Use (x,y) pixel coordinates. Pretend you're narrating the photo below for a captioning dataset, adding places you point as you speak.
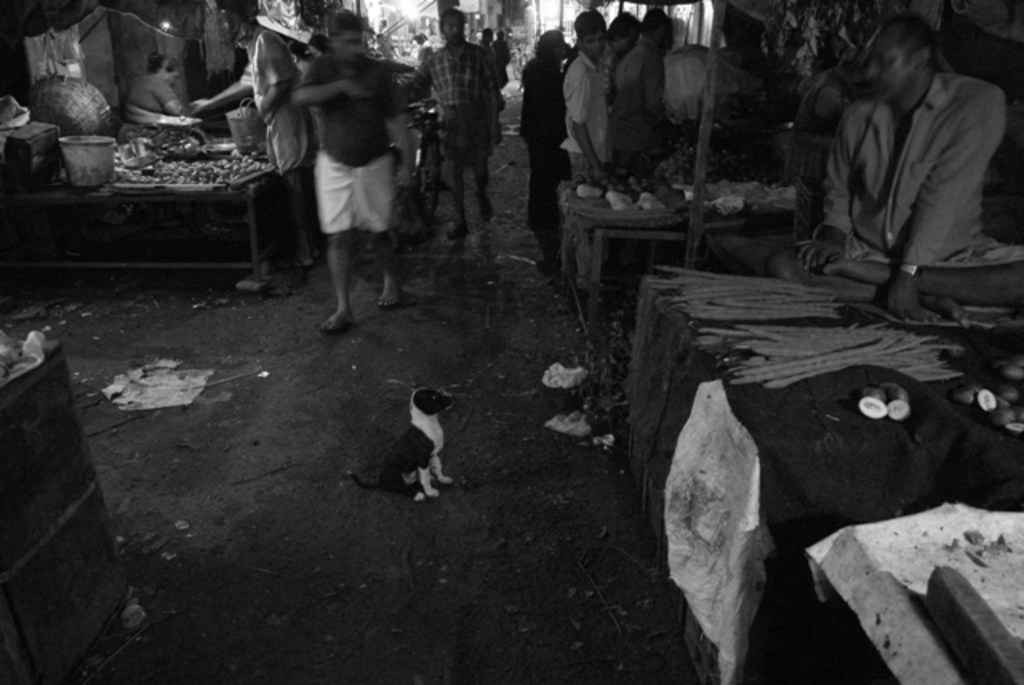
In the middle of the image (416,389) there is a dog (419,417). Behind the dog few people (542,57) are standing and holding bicycles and there are some tables (3,674), on the tables (3,674) there are some vegetables (1017,401).
